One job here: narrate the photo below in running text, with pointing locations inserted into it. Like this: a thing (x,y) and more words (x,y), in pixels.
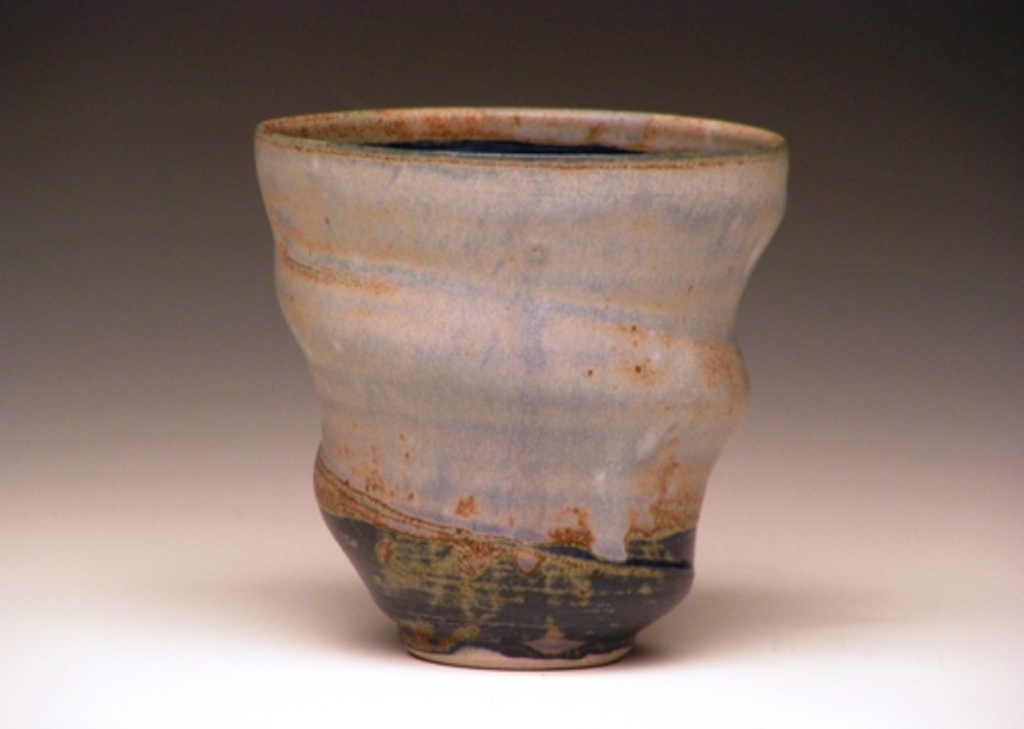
In this image we can see a flower pot (492,384) on the white surface (249,619).
